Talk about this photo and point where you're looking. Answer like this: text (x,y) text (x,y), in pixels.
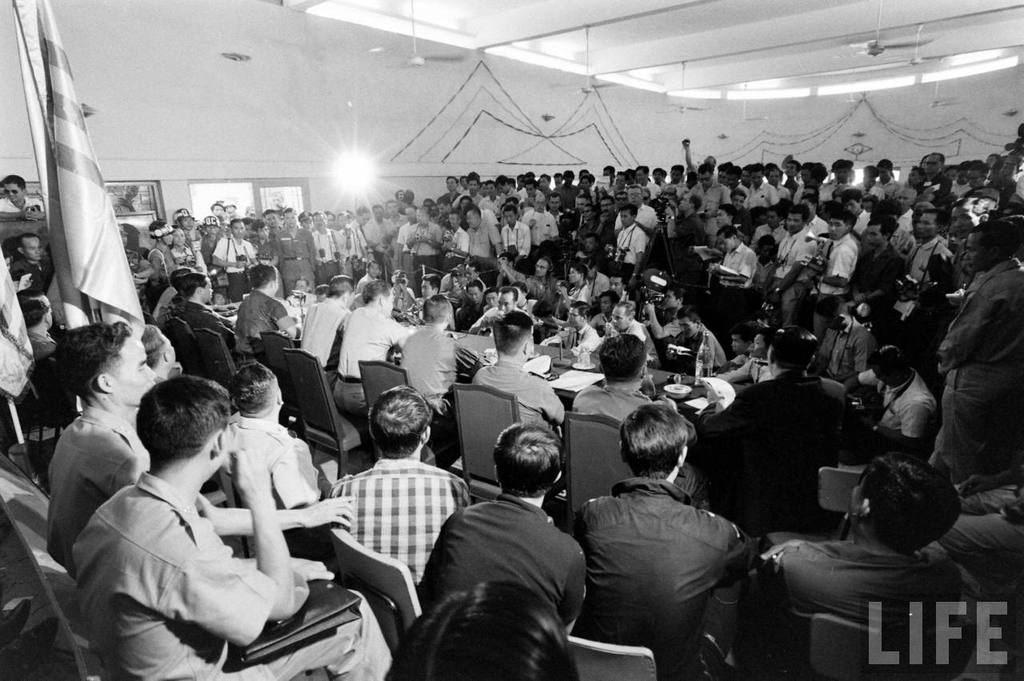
In the picture we can see a hall (1023,104) with full of people (443,601) and we can see some people (1017,350) are standing and some people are sitting on the chairs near the table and on the table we can see some glasses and some papers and behind them also we can see some people (137,580) are sitting on the chairs (822,671) and we can see a flag (106,217) and in the background (331,194) we can see a wall (325,186) with light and window (291,185) and to the ceiling (816,44) we can see some fans (914,62).
